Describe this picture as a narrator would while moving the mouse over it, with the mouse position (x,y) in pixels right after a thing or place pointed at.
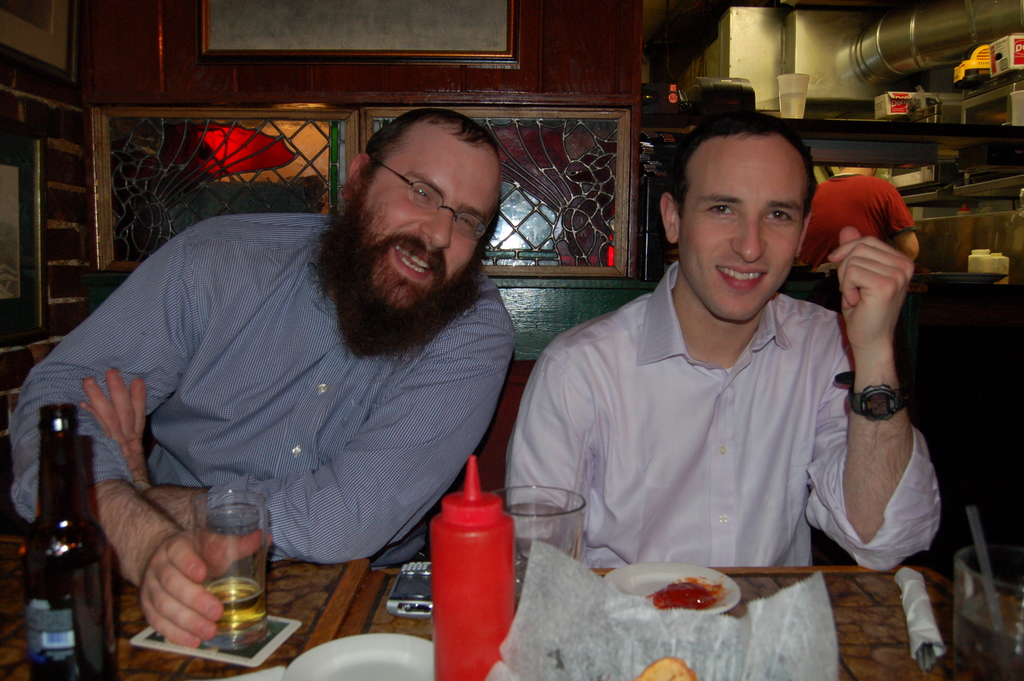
In this image i can see two men (431,412) sitting and smiling there are three glasses (263,546), a bottle (39,581), a plate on a table (739,584) at the back ground (591,74) i can see a wooden wall (599,86), a pole (875,62) and a glass (799,102).
